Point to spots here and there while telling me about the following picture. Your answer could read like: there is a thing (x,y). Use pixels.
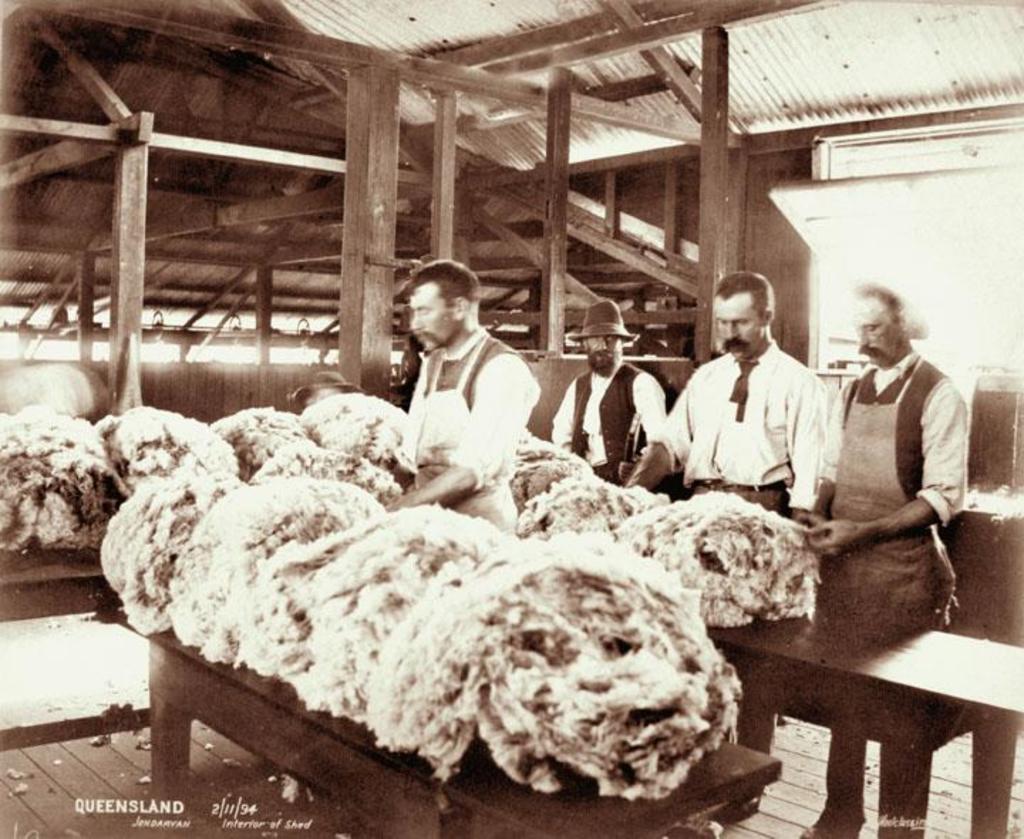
This is a black and white picture, there are four persons (784,376) standing on a wooden floor (793,791) in front of this people (859,492) there is something on the tables (482,763). Behind the people (459,430) there are pole (355,252) and a roof (814,44).
